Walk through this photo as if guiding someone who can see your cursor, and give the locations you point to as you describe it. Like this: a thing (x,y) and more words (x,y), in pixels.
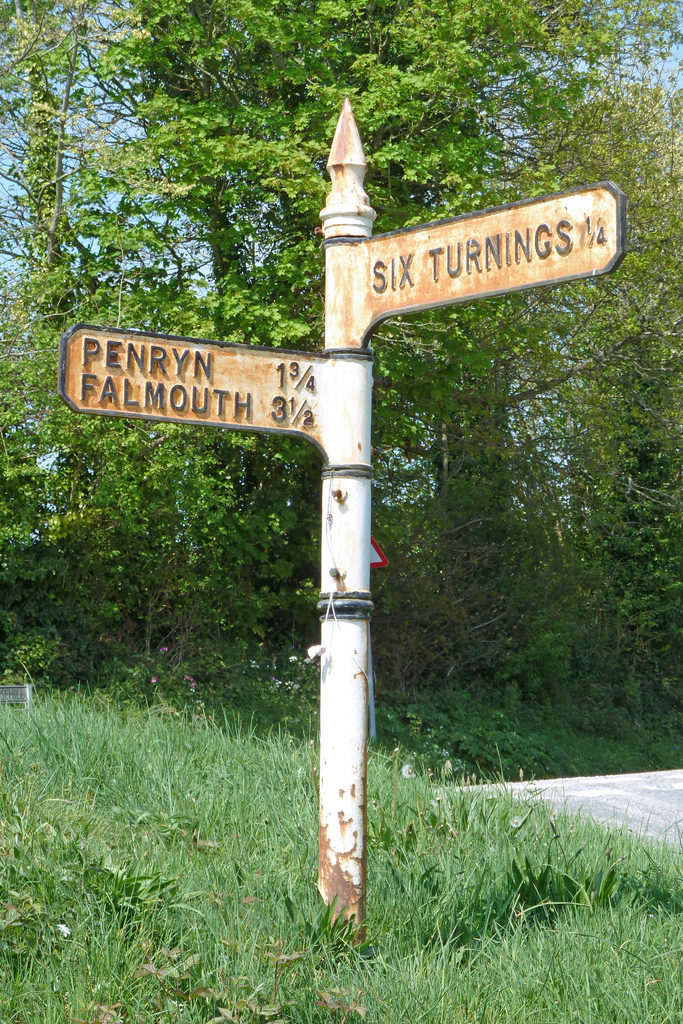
In this image we can see a street sign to a pole (343,405). We can also see some grass (160,773), trees (188,507) and the sky (27,345).
